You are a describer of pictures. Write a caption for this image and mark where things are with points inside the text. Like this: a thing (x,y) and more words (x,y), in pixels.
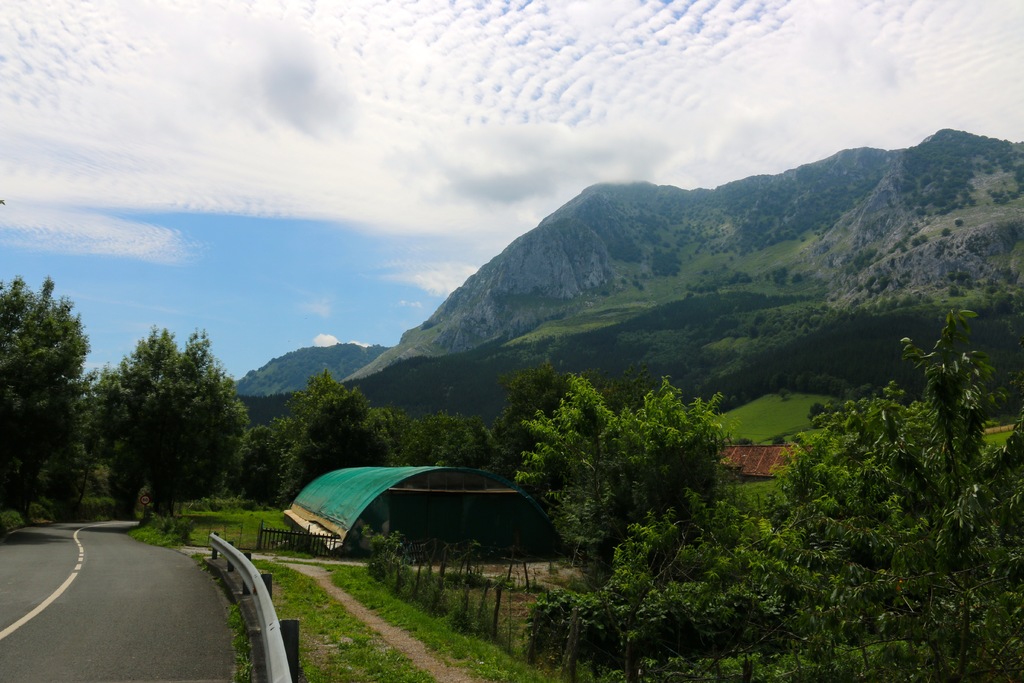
In this image there is a shed (430,480) on the grassland (429,589) having fence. Behind the fence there are few plants (708,617) and trees (740,502). There is a house (750,463) on the grassland (771,492). Left bottom there is a road (88,634). On both sides of the road (35,560) there are few trees (140,478) on the grass land (149,535). Right side (717,371) there are few hills (843,207). Top of image (415,183) there is sky (455,129) with some clouds (486,152).
